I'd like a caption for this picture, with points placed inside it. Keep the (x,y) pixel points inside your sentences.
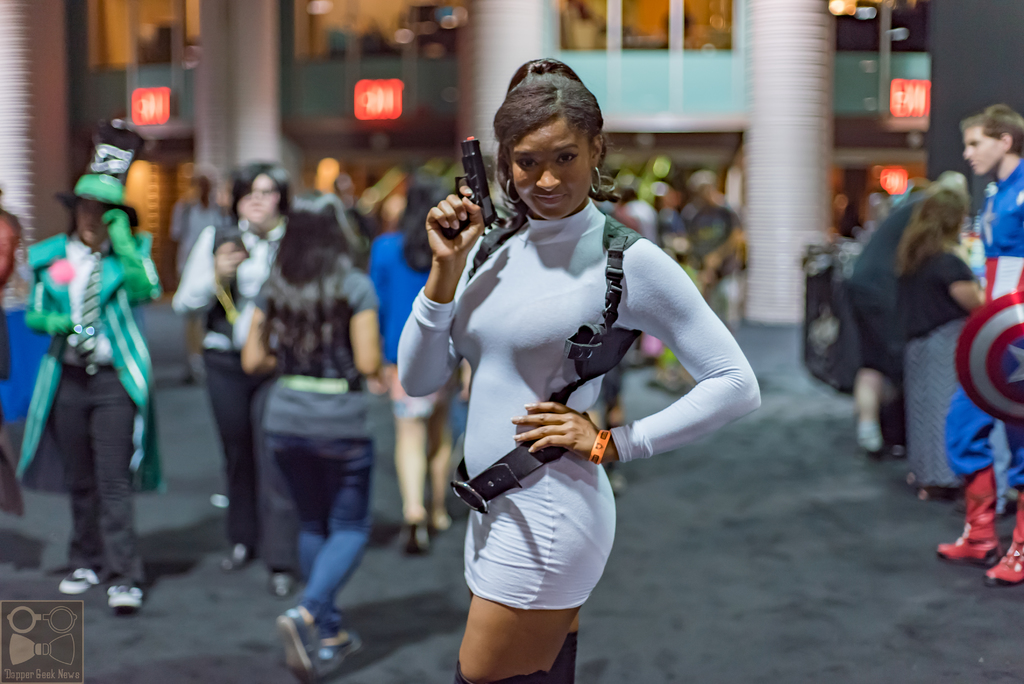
In this image we can see a woman (587,297) standing holding a gun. On the backside (413,206) we can see a group of people (214,307) on the ground (729,458). In that some are wearing the costumes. We can also see the sign boards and a building (175,164) with pillars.
